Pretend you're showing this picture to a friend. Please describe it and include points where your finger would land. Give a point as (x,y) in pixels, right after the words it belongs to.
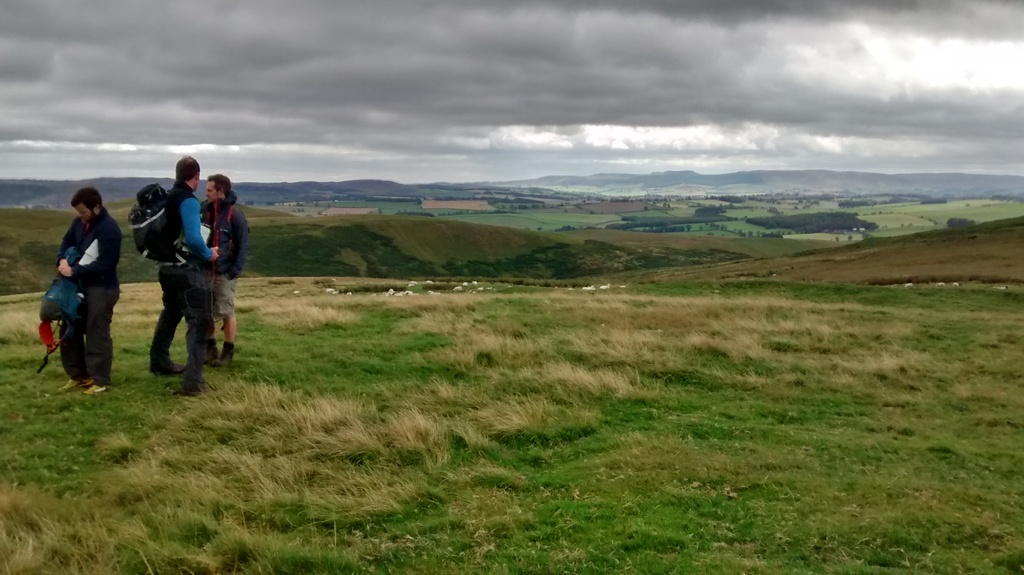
In this image we can see three persons (170,262), wearing backpacks (140,230), there is a grass (539,284), trees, mountains (678,177), also we can see the sky (553,141).
